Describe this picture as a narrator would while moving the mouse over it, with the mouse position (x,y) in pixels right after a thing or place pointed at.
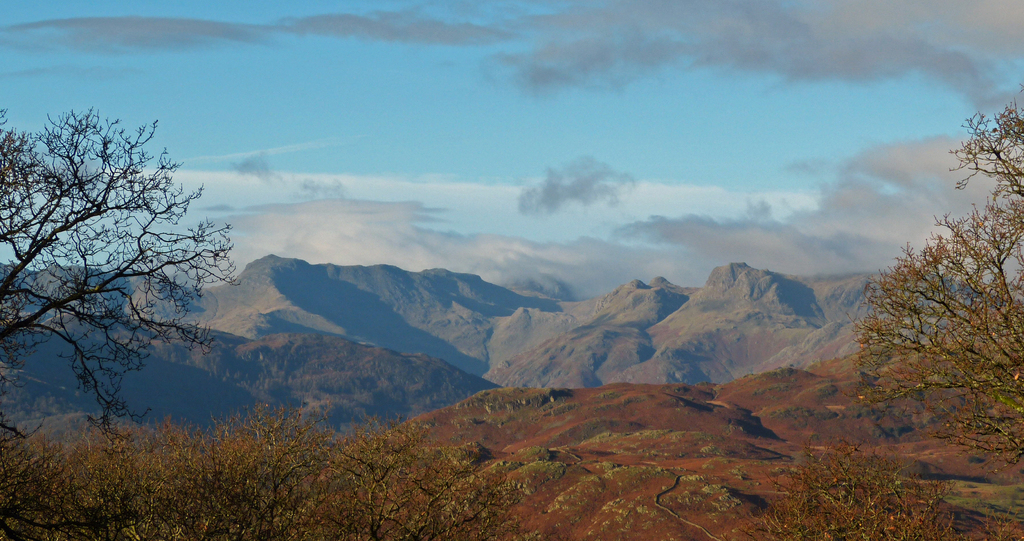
In this image there are trees (154,503) and mountains (542,297), at the top of the image (582,101) there are clouds (215,23) in the sky (467,219).
